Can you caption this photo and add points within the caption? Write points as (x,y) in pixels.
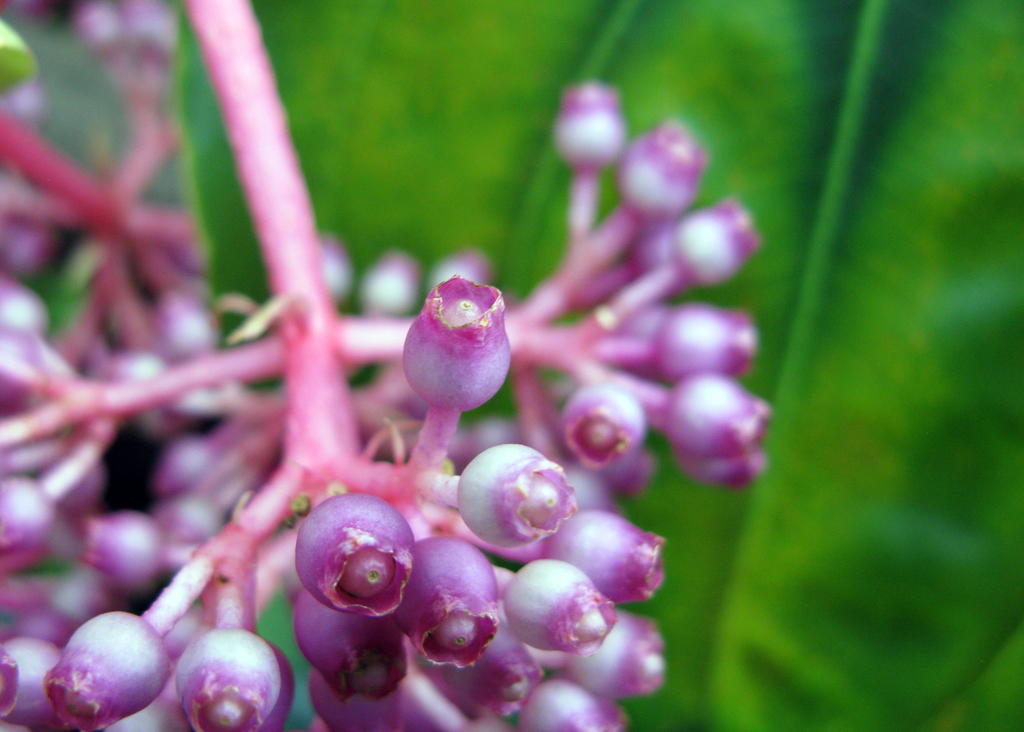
In this picture we can see some buds (29,519) and leaves (403,123) to the trees (291,242).
